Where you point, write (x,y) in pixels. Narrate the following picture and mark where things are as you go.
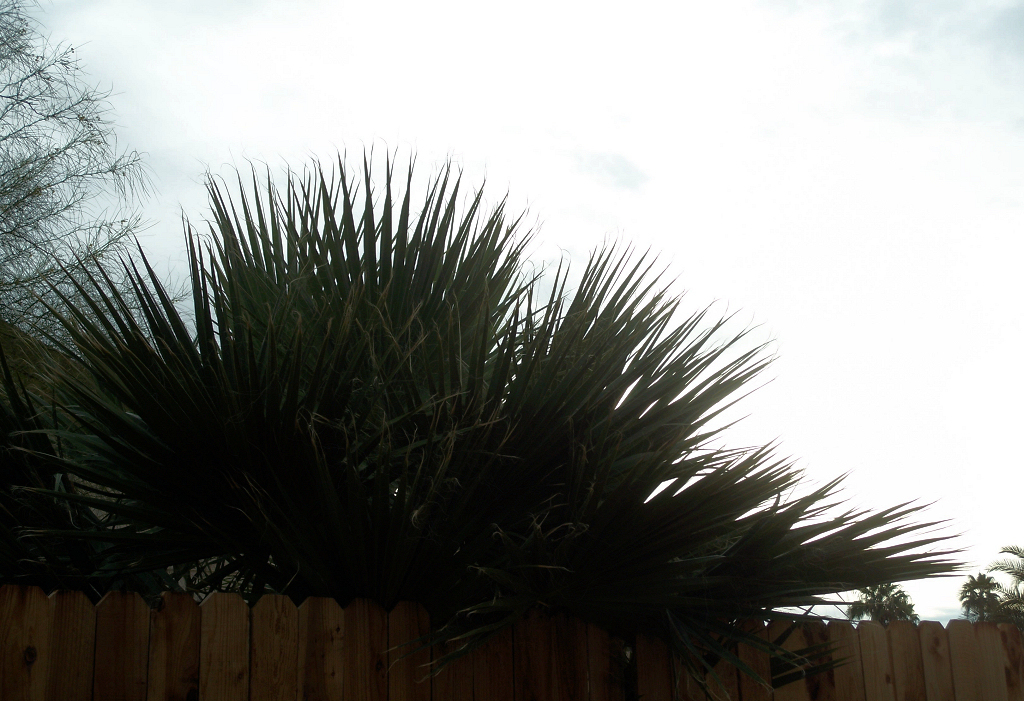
In this image I can see a fence (348,625), trees (391,595) and the sky (524,174). This image is taken during a day.
